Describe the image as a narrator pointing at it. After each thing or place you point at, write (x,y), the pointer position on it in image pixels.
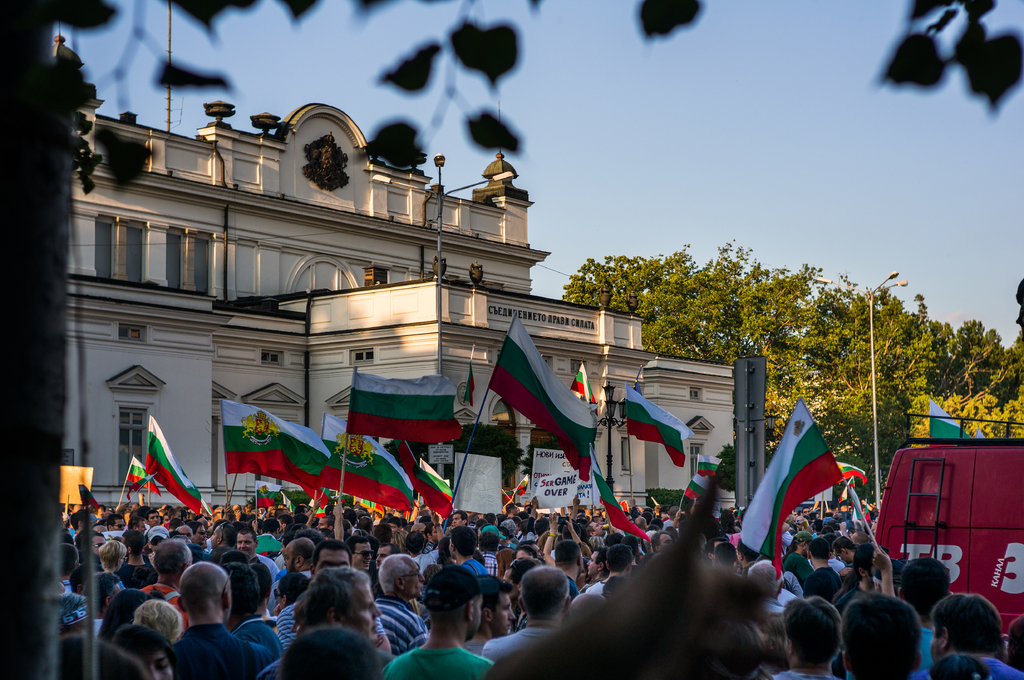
In this image I can see number of persons (342,578) are standing on the ground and I can see few of them are holding flags (777,556) which are white, green and red in color. I can see a vehicle (953,521) which is red and white in color on the ground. In the background (818,363) I can see few trees (787,340), a pole (870,365), a building (477,334) which is cream in color and the sky (719,153).
